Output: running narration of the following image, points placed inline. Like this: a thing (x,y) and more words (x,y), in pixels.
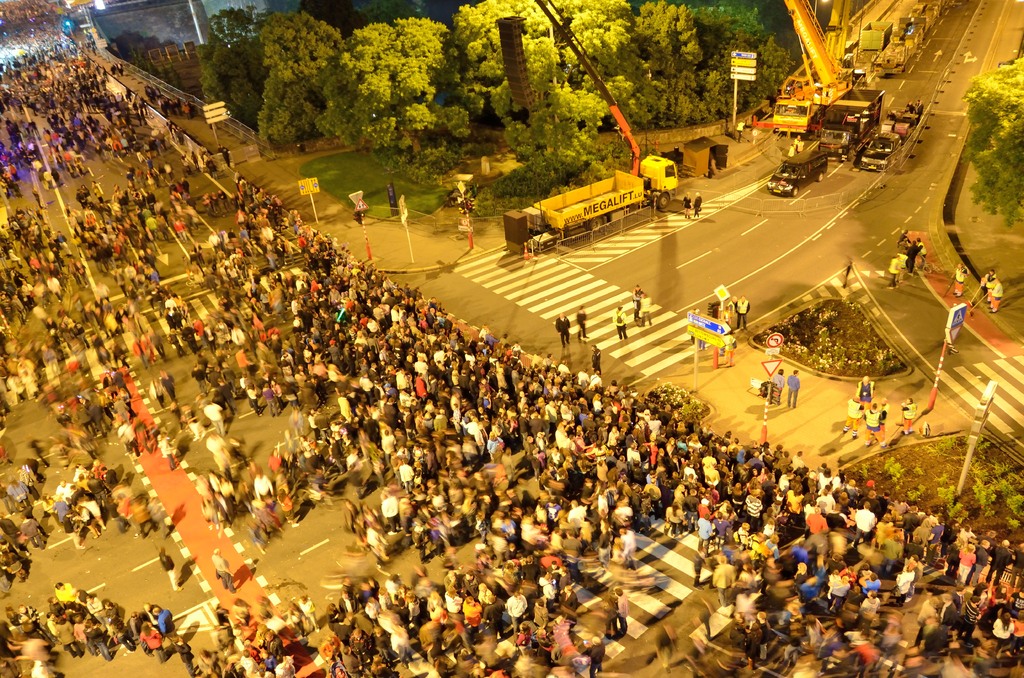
In this image I can see number of persons (431,470) are standing on the road (671,538). I can see few poles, few boards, few vehicles (820,80) and few trees (433,81) which are green in color.
